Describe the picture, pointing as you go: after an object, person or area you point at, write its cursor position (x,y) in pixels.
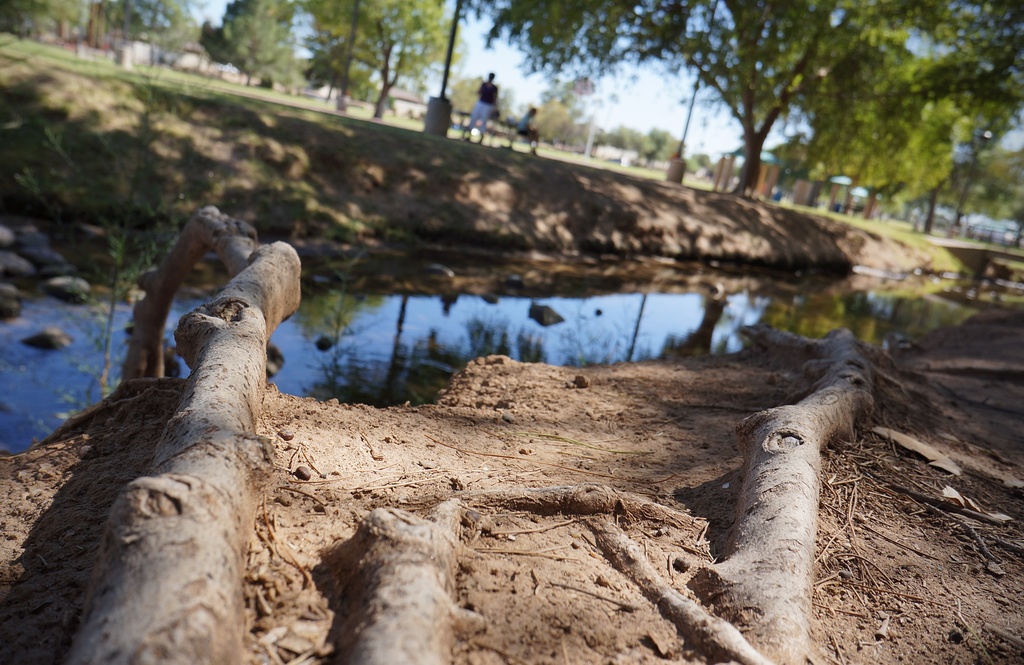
In this image there is a water lake (625,317), behind the water lake (433,315) on the surface (454,165) there is a person (528,130) sitting on the bench (491,130), beside the person (514,133) there is another person (490,105) standing, in the background of the image (321,74) there are trees (395,74) and lamp posts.
